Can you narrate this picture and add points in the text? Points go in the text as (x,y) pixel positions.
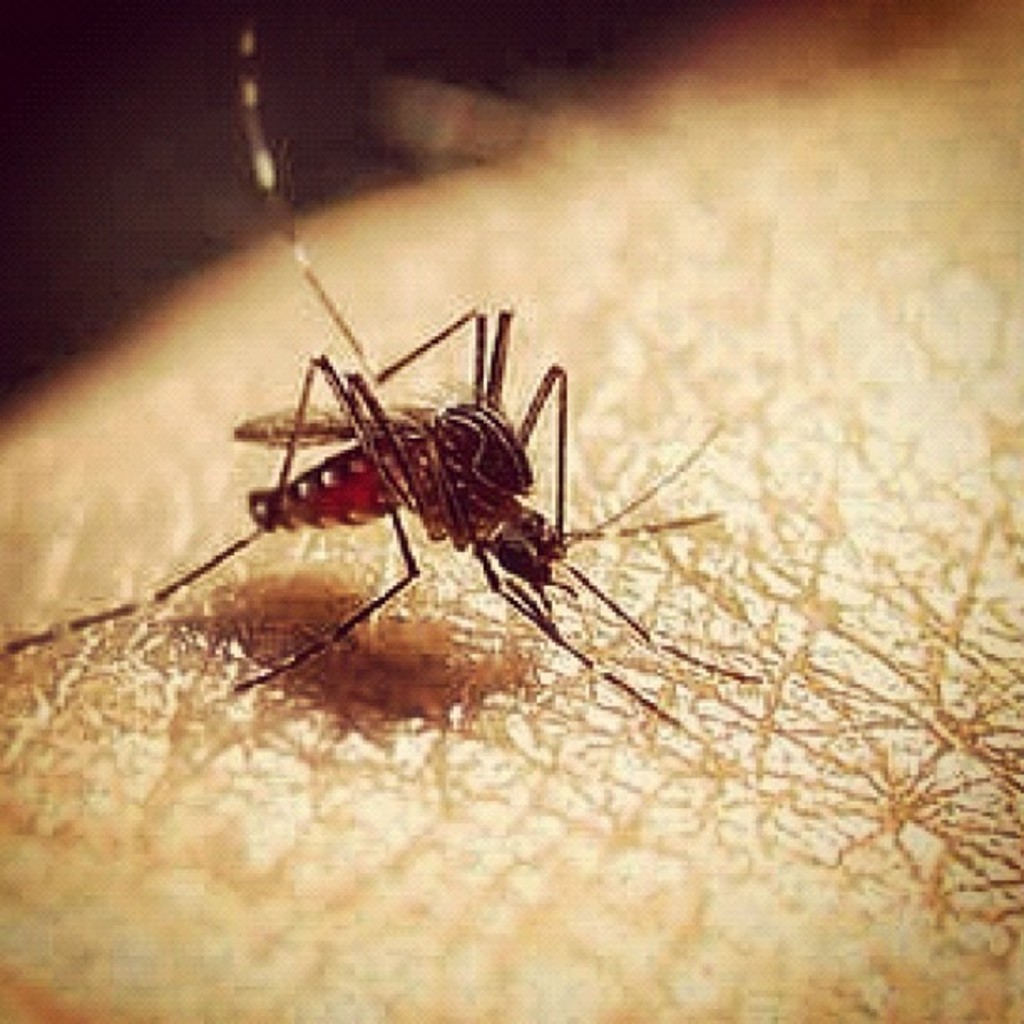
In this picture we can see a mosquito (470,489) on the skin (357,553) and behind the mosquito (338,437) there is a dark background (178,173).
